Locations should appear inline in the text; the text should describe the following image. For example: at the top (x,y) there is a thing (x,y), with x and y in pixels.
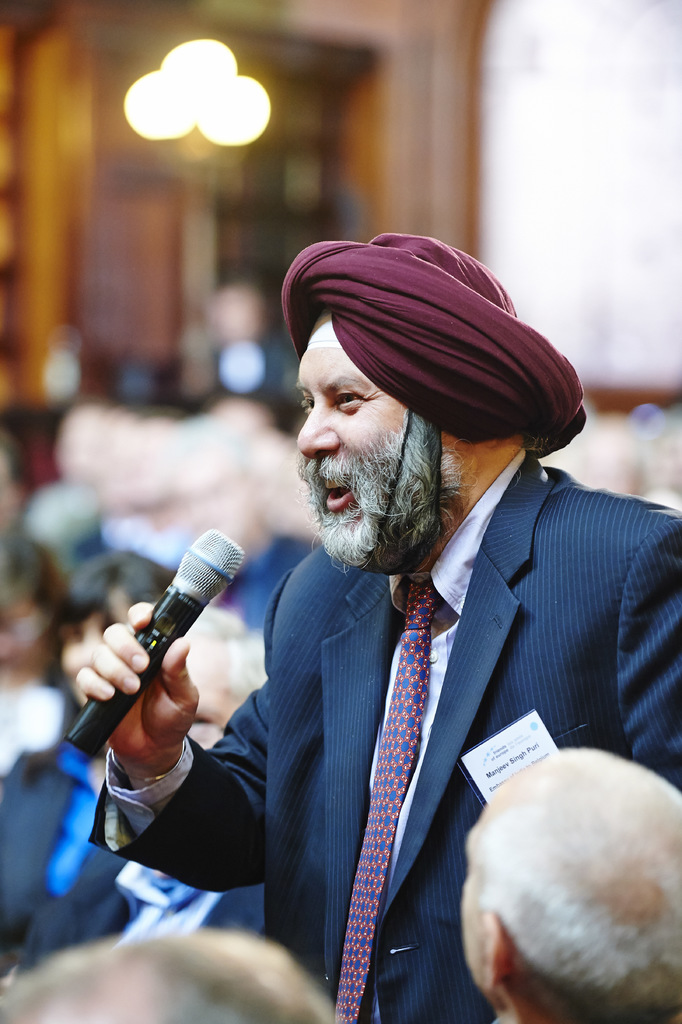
a person (331,693) is standing wearing a suit (328,642), holding a microphone (167,635) in his hand (129,684). there are many people (625,884) around him.
